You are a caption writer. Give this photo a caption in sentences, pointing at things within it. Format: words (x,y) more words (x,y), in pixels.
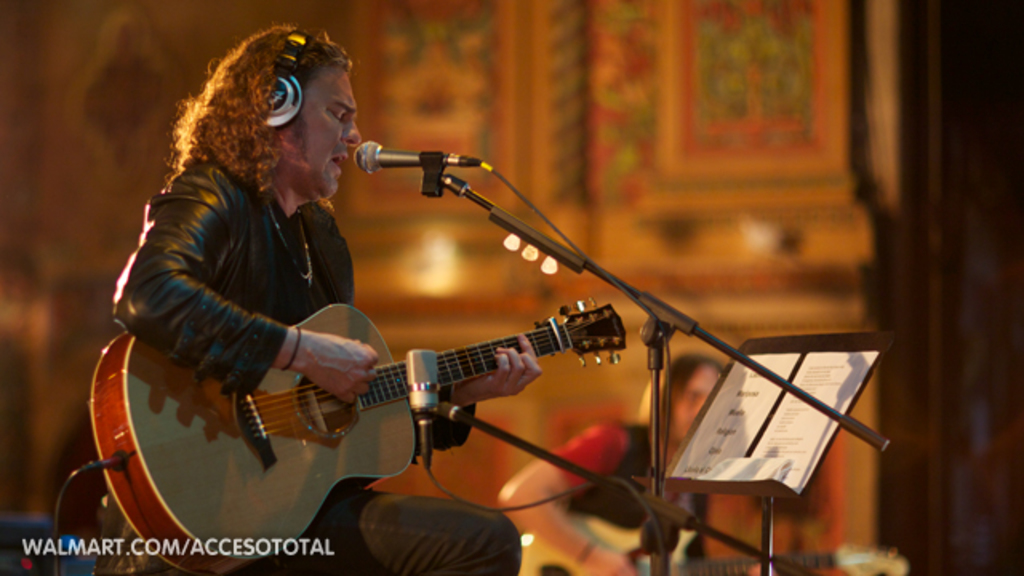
Here we can see a man (293,222) is sitting and singing, and holding a guitar (308,386) in his hands (293,367), and in front (416,365) here is the microphone (418,158) and stand (502,216), and here is the board (771,398).
